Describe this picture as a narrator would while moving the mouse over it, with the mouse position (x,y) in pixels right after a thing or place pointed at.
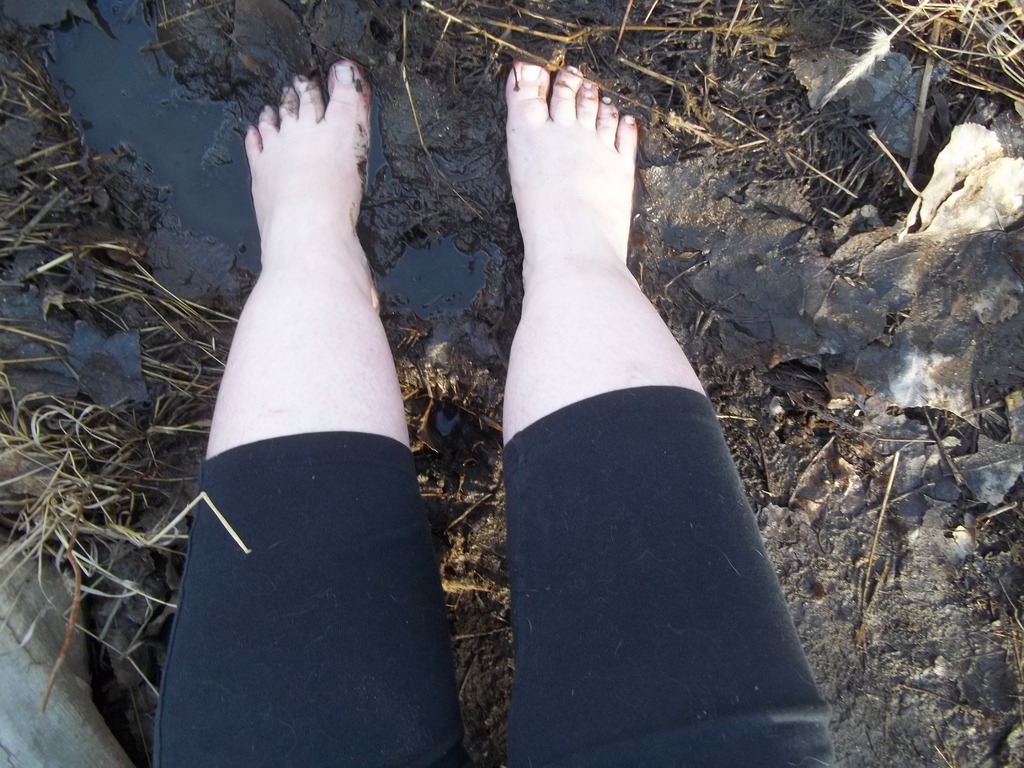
In this picture we can see a person's legs (515,390) on the mud (440,352) and in the background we can see some sticks (969,16).
